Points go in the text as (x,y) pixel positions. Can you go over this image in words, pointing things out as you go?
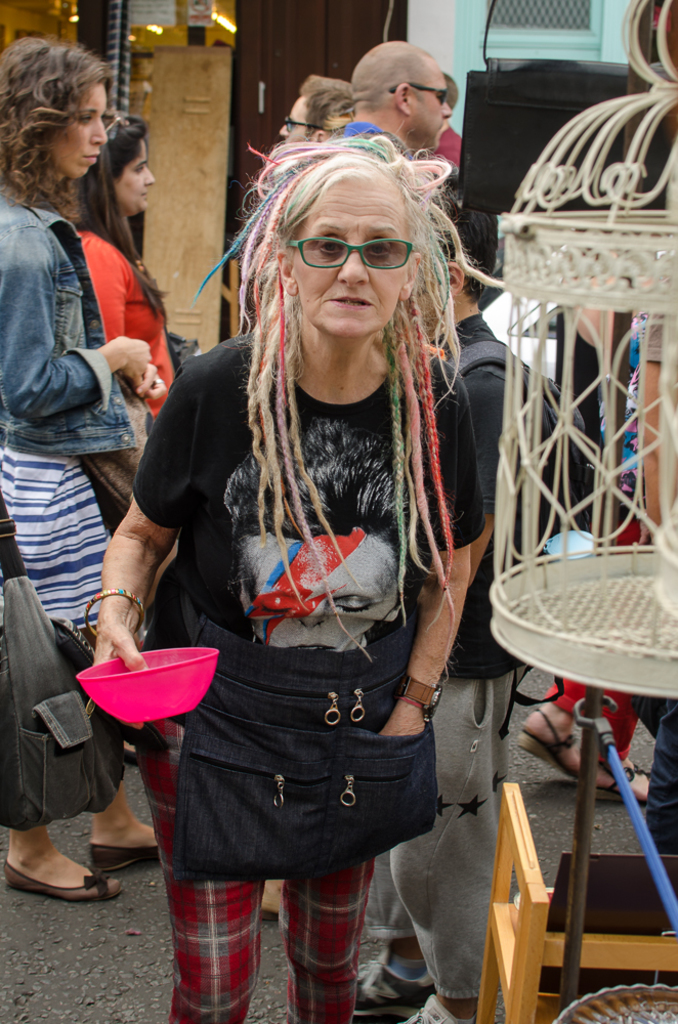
In this picture there is a woman (296,539) wearing black dress (324,558) is standing and carrying a bag (352,722) and holding a pink bowl (181,682) in her hand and there is a cage (509,473) in the right corner (596,407) and there are few other persons (117,168) in the background (108,188).
